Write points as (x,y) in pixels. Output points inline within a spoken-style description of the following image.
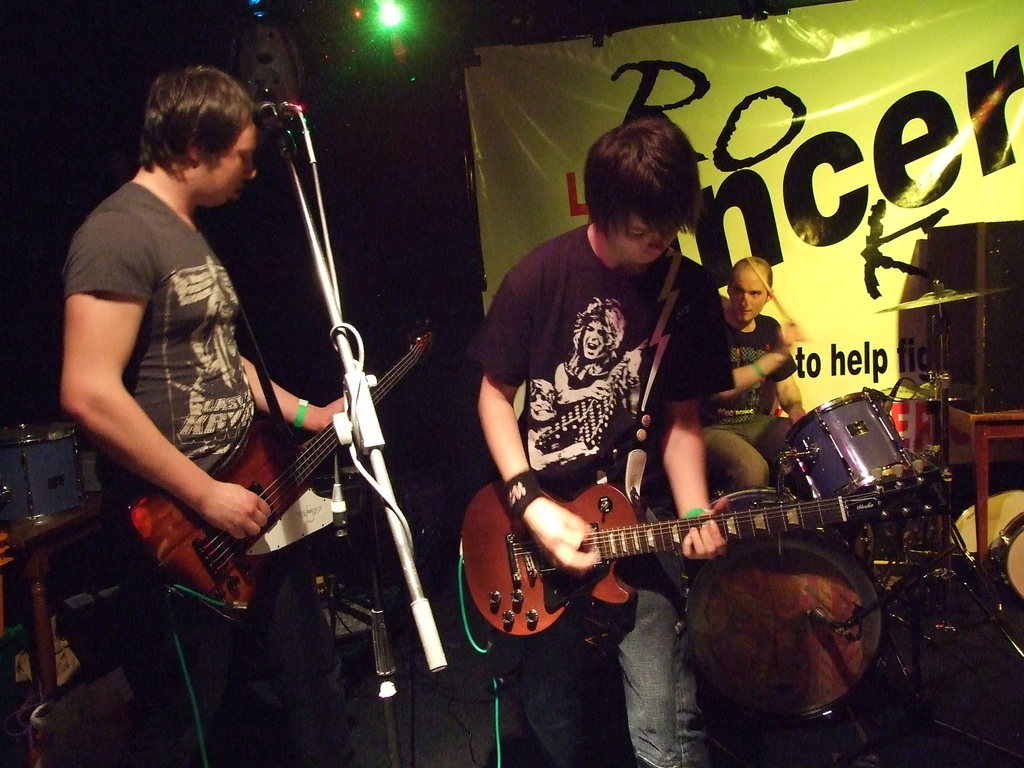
A rock band (149,128) is performing on a stage (467,679). In the band (95,305) two (614,395) are playing guitar (138,518) and a man (775,391) is playing drums (854,564). A light (383,21) is focusing on them from top behind.
